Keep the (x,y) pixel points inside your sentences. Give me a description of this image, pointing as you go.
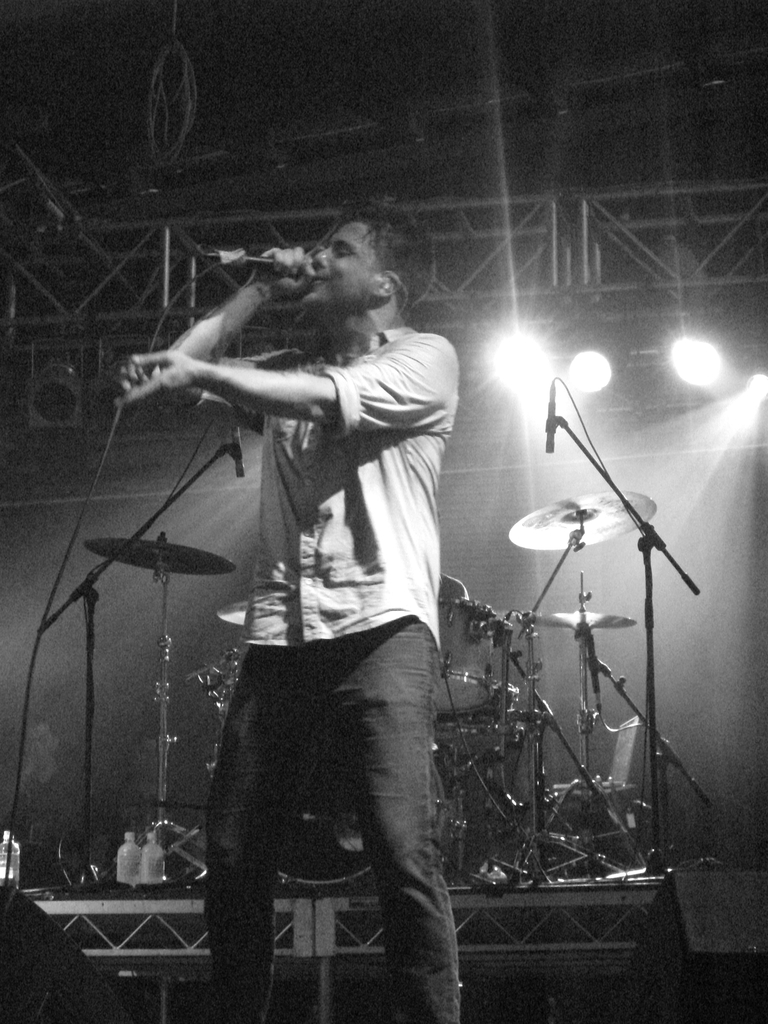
In the picture we can see a man (429,896) standing and singing a song in the microphone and holding it in front of him and we can see a drum set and behind it we can see some lights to the stand (737,230).
